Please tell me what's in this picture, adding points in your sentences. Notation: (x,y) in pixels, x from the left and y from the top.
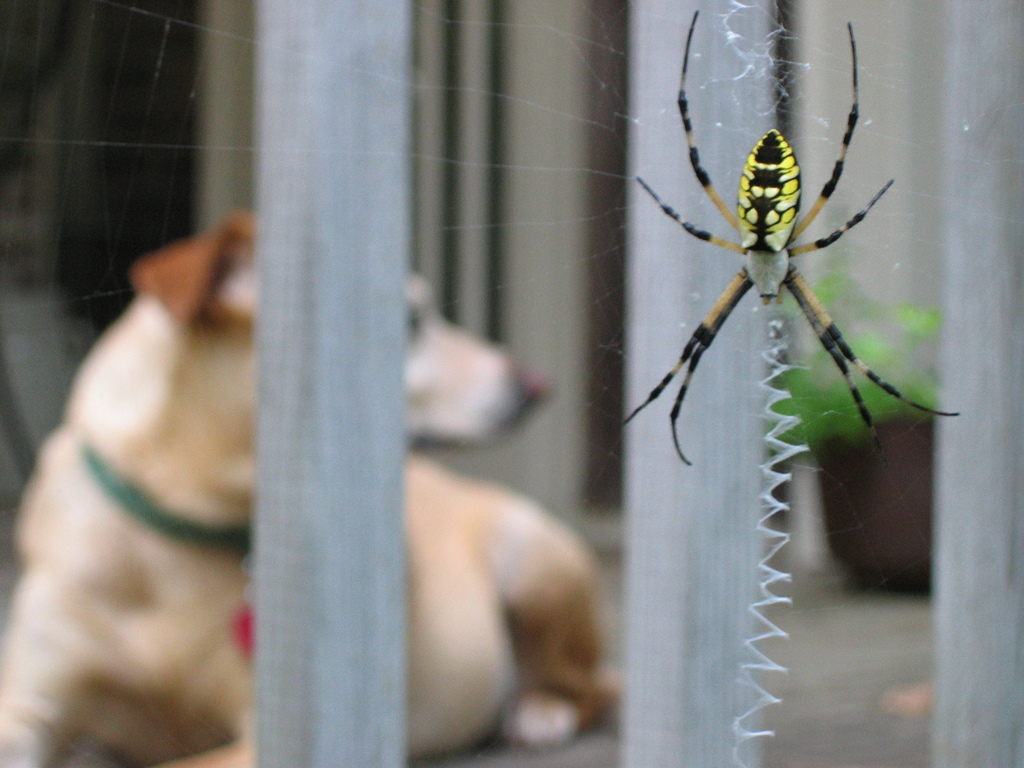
There is an insect (853,35) on a web (773,579). Behind the web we can see a dog (469,541) and a plant (851,531).
